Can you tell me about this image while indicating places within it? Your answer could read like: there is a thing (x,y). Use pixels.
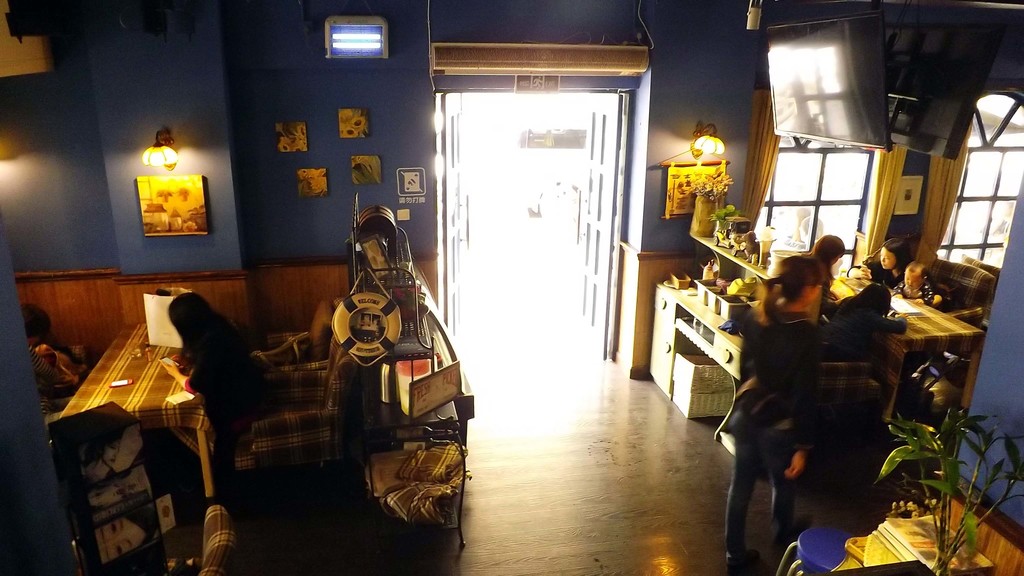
In this picture we can see there are some people (225,362) sitting on chairs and a person (732,568) is standing. On the floor (547,502) there is a basket (687,391) and cabinets (667,325) and on the cabinets (673,354) there are house plants (716,219) and some items (749,251). Behind the people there is a wall (226,305) with photo frames (317,179), lights (161,145), windows (857,187) and a door (553,256). At the top (935,117) there are televisions (884,122).
